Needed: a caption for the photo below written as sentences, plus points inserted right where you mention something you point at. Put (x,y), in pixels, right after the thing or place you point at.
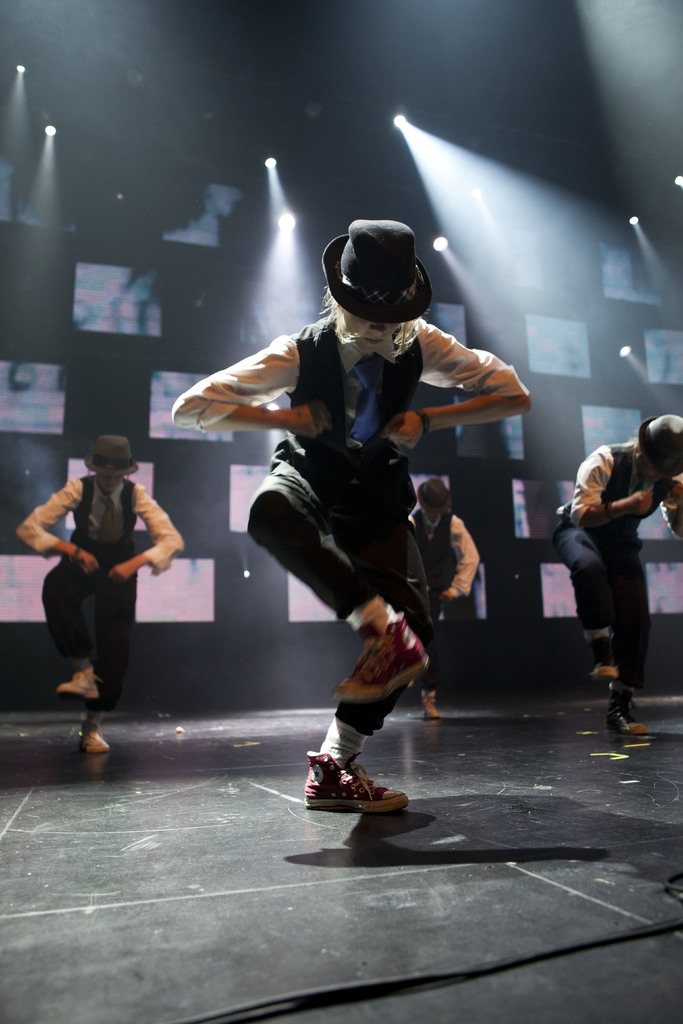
In this picture I can see four persons (618,485) dancing, and in the background (631,36) there are lights (20,72) and an object (4,599).
